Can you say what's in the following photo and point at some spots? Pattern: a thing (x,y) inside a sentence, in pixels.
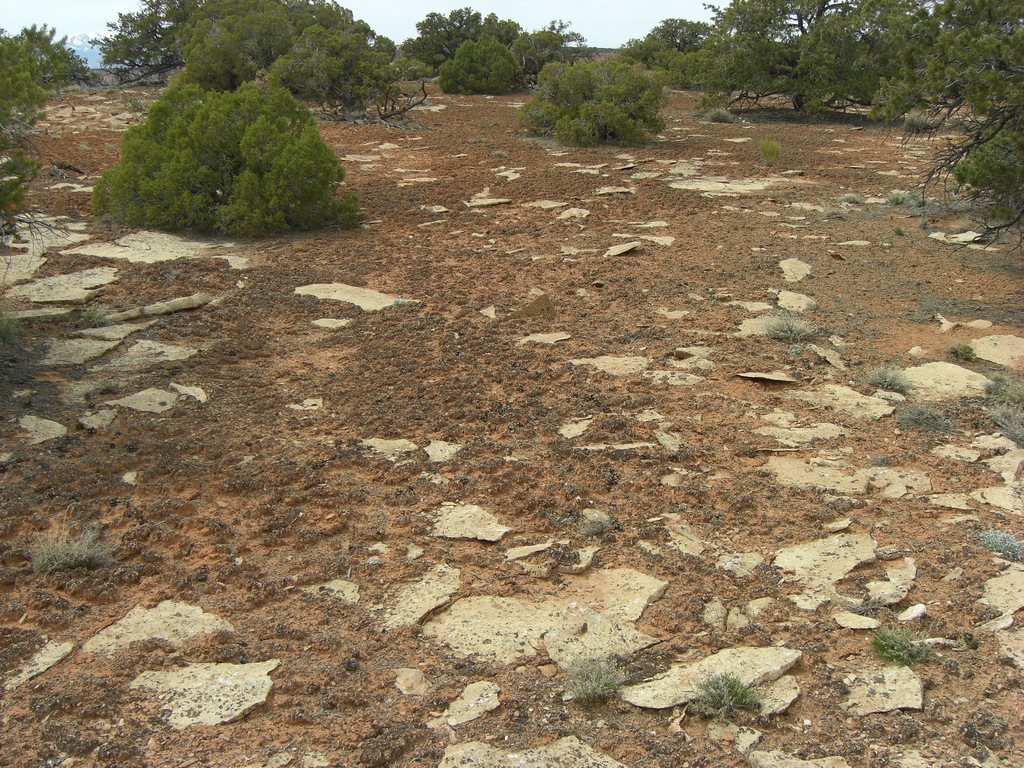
In this image I can see trees (330,32) in green color and sky (408,20) in white color.
